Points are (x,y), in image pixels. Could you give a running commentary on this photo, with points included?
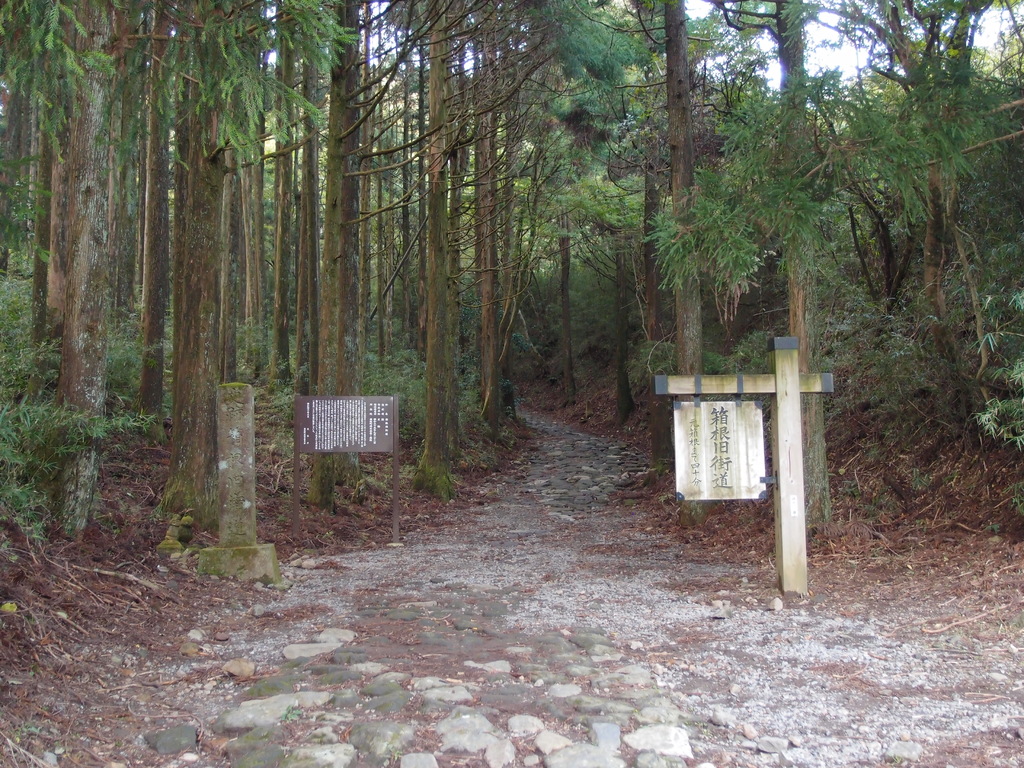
In this image we can see the sign boards (729,456) to the poles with some text (726,470) on them. We can also see some stones (642,669), the pathway (674,663), the bark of the trees (800,110), a group of trees (691,338) and the sky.
